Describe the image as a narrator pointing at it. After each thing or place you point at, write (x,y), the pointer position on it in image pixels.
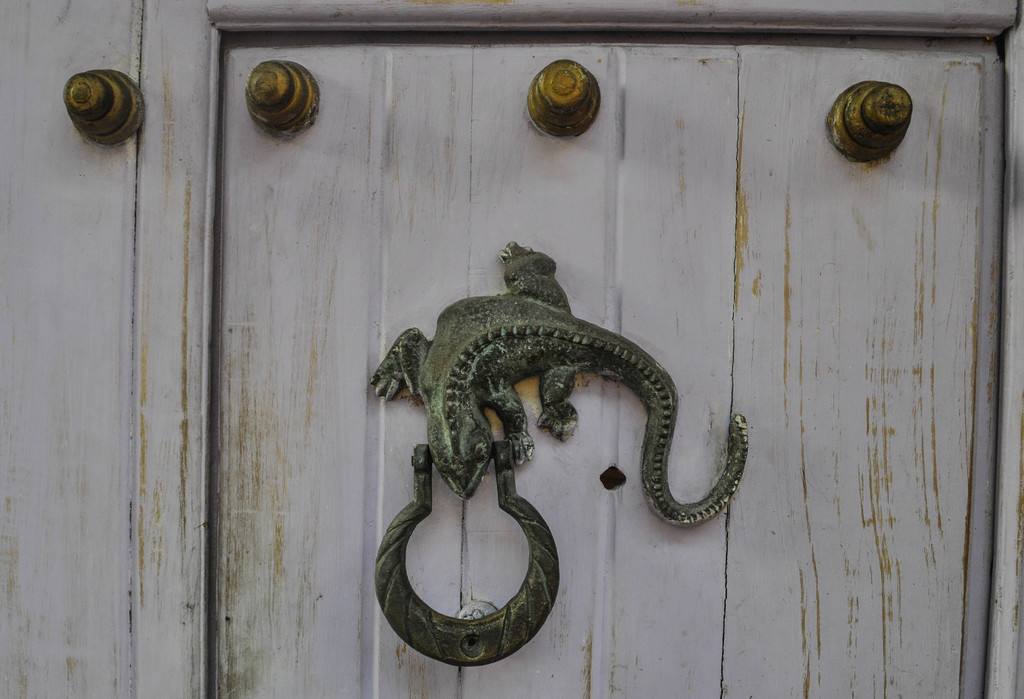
In this image, we can see a wooden door (822,350). On that we can see some bolts (894,144), holder (407,616). Here we can see some animal sculpture (558,400).
